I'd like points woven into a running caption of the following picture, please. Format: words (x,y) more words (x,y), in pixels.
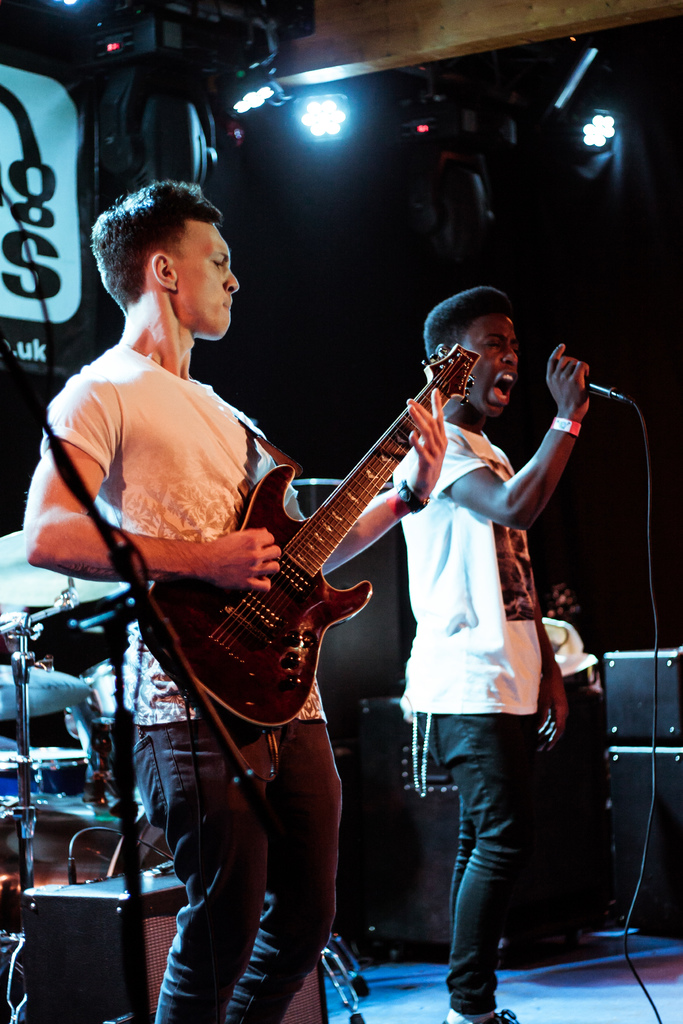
In this image we can see this man (146,464) is playing guitar (249,593) and this man (579,398) is singing through the mic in his hands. In the background (637,775) we can see drums (100,747), speakers (375,708) and show lights (479,161).
